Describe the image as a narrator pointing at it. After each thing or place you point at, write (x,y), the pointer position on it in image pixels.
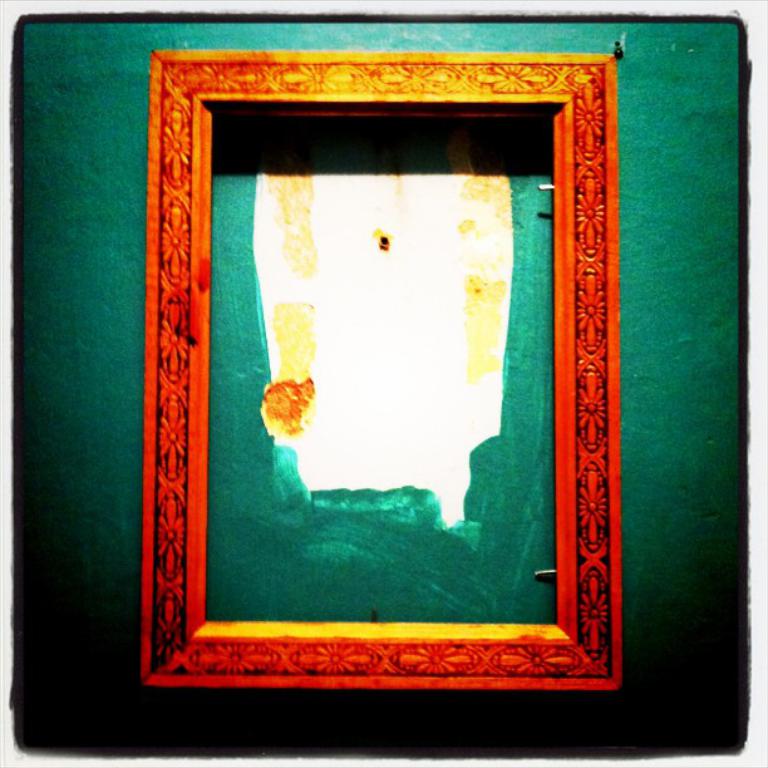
In this image I can see a red color frame (591,578) is attached to the wall (105,268).
